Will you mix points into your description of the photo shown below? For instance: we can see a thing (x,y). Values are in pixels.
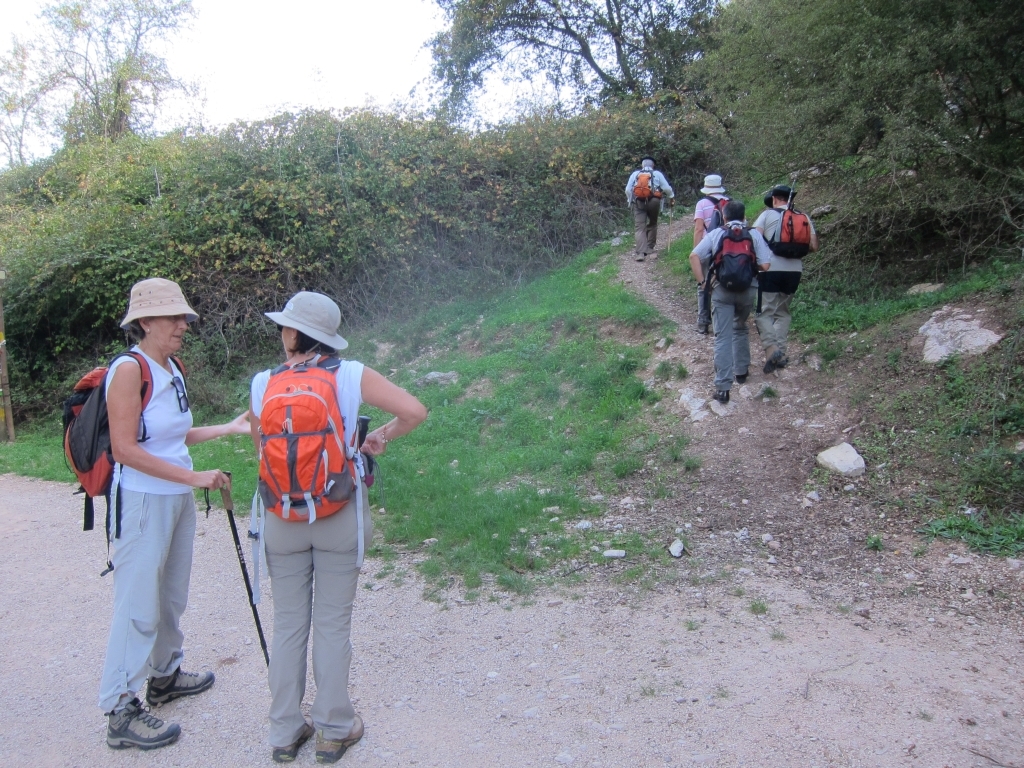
In the image few people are standing and walking and holding some sticks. Behind them there is grass (365,342) and trees (103,126) and clouds (505,100) and sky (180,62).
